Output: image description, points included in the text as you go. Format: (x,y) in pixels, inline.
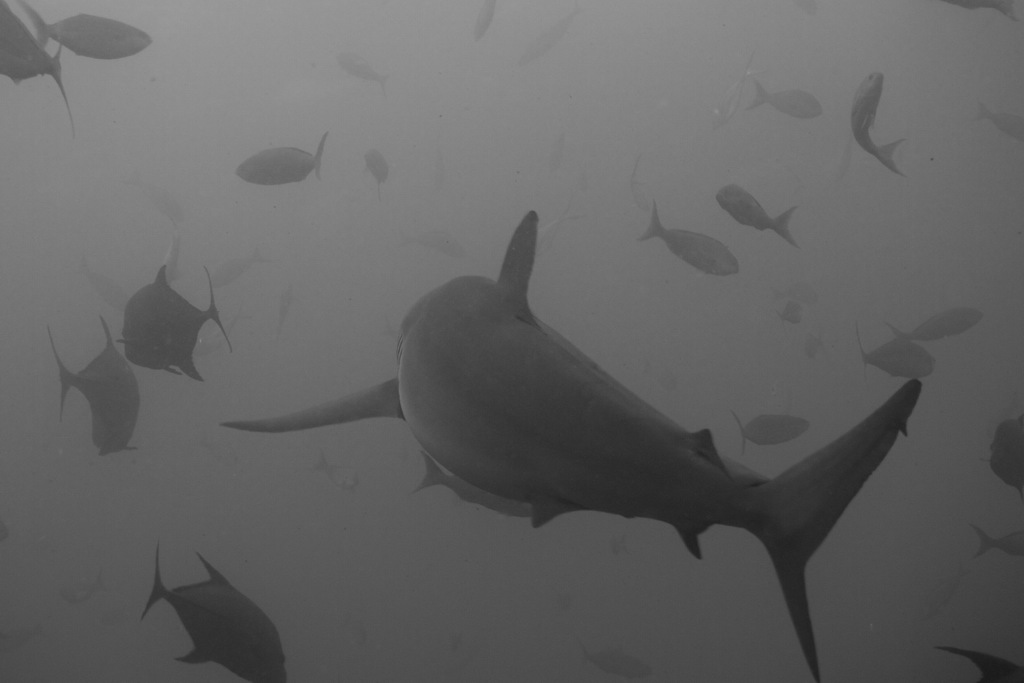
In this picture I can observe fishes (493,373) swimming in the water (273,222). This is a black and white image.
